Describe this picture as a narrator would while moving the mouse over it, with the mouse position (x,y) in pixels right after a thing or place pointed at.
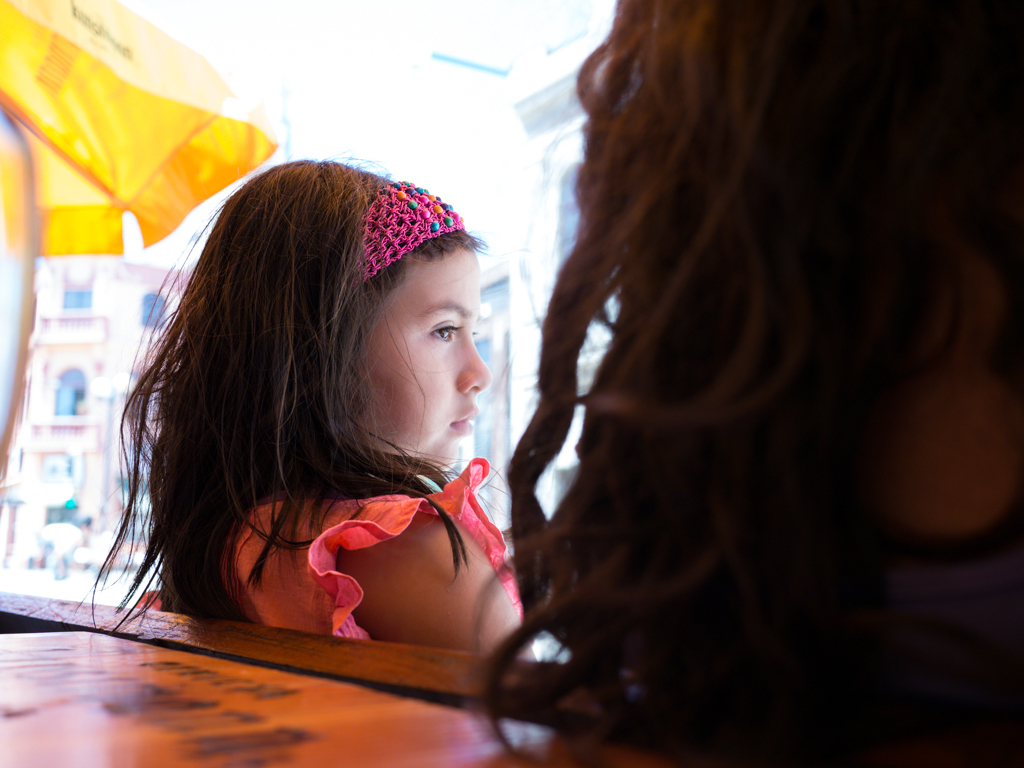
In this image there are two girls (398,361), there is a wooden object (364,684) towards the bottom of the image (365,701), there is text (179,670) on the object (357,672), there is an object (107,141) towards the left of the image (103,116) that looks like an umbrella (117,105), there are buildings (134,286).
